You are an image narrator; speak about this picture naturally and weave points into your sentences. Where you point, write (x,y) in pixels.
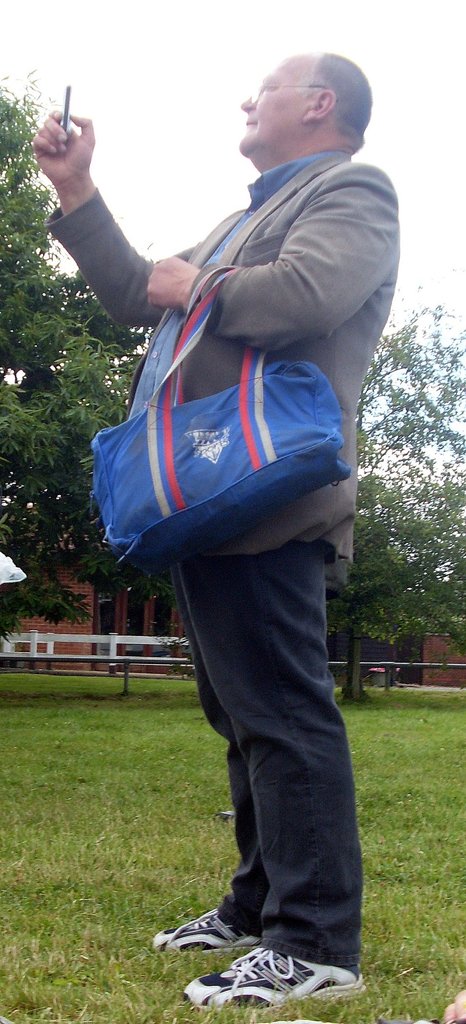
In this image there is a person (271,522) standing on the surface of the grass (154,989) and he is holding a bag (280,491) in one hand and a mobile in the other hand (59,135). In the background (143,585) there is a building (61,582) and trees (56,360).
